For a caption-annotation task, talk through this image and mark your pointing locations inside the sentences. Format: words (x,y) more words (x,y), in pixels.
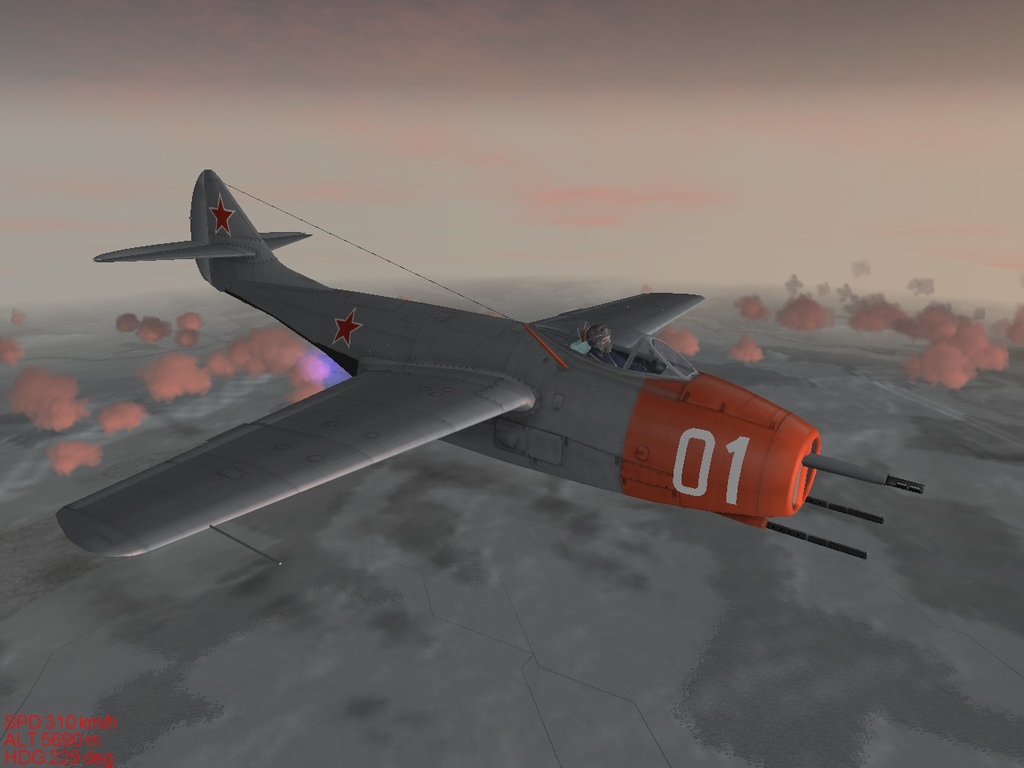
In this image we can see an airplane (499,395) flying in the air (312,392), here are the wings (481,420), at above here is the sky (411,225).
